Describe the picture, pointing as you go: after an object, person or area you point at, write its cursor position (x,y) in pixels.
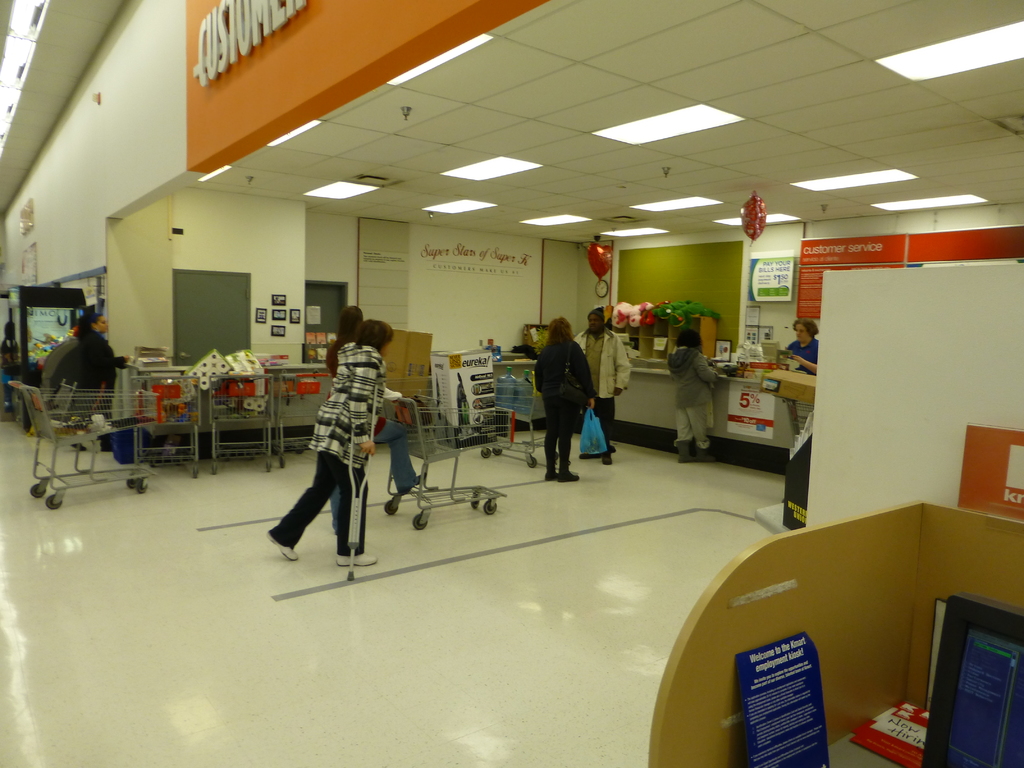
In this image I can see group of people (690,357), some are standing and some are walking and I can see few trolleys (489,495). In the background (354,277) I can see few frames (285,312) attached to the wall (256,201) and the wall (281,220) is in cream color and I can also see few boards (441,2) and lights (843,177).
